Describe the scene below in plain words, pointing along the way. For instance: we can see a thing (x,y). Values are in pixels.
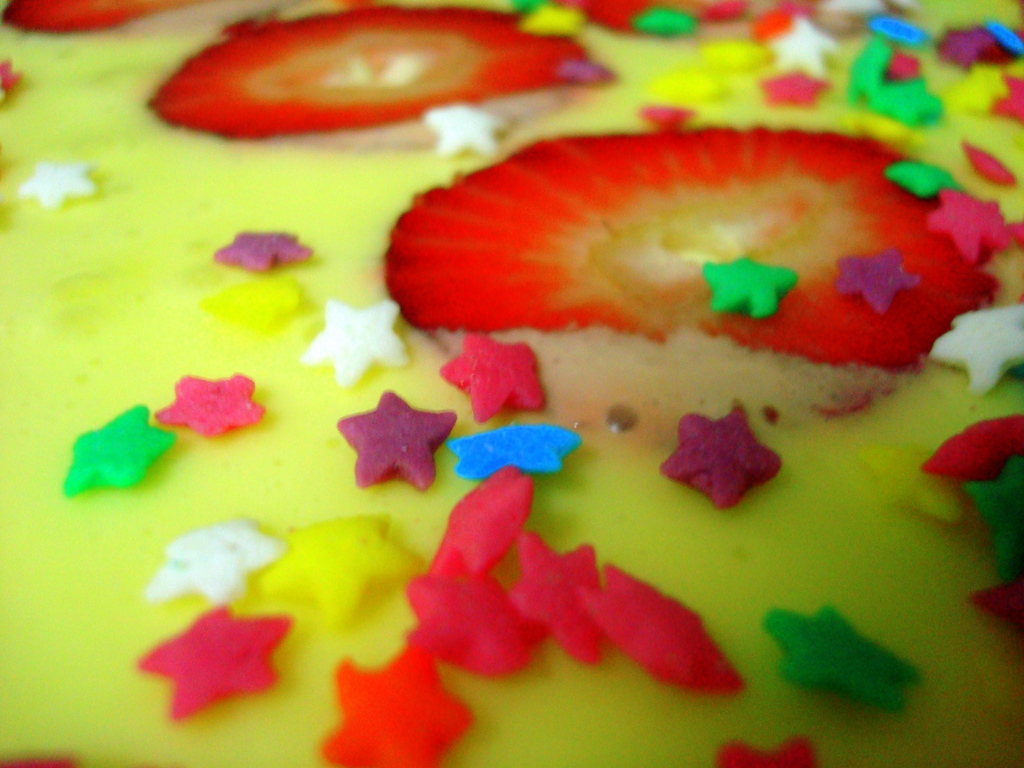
In this image, we can see food (446,501) with colorful toppings (357,115).
